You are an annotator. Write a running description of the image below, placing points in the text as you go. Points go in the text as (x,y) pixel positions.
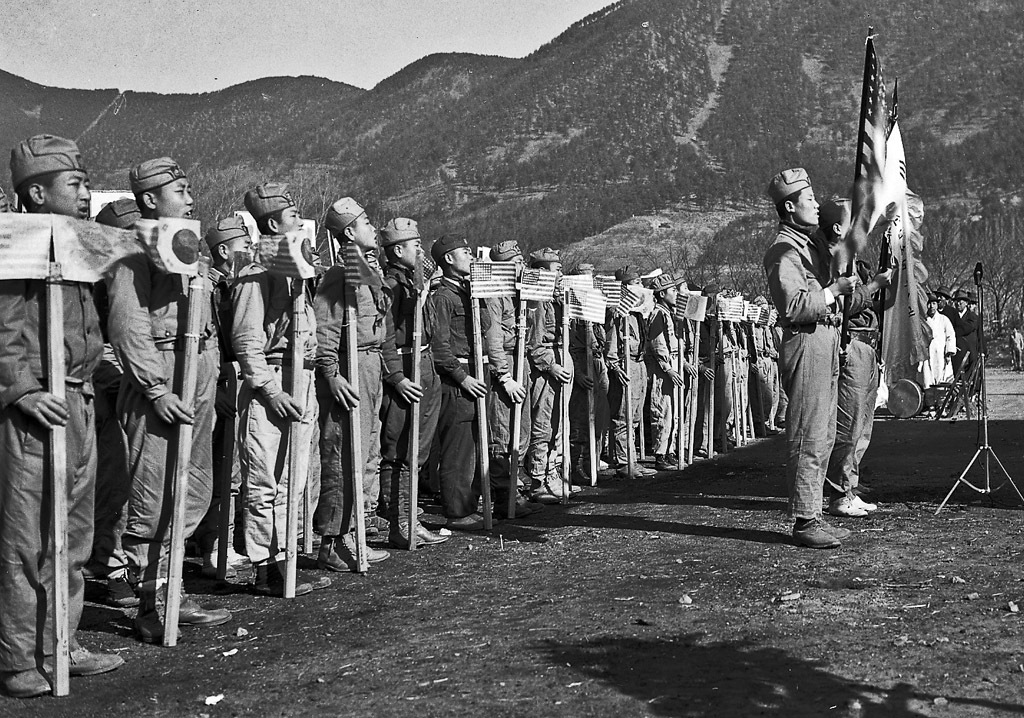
It is a black and white image. In this image we can see the people (496,358) standing and also wearing the uniforms (156,455) and holding the flags (867,230). We can also see the path (710,574), stones (684,602) and also the hills (392,189) in the background (526,183). We can also see the sky (157,43).
